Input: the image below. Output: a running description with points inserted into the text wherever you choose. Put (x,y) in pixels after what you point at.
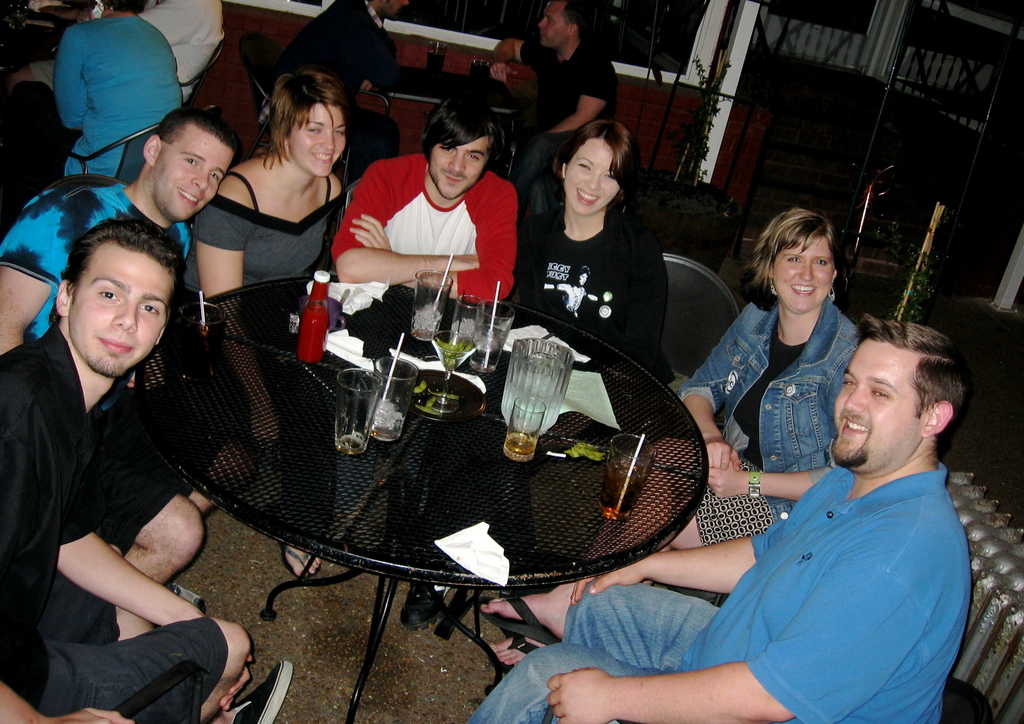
In the picture I can see people (411,274) are sitting on chairs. On tables (496,420) I can see glasses (339,405), tissues (489,544) and some other objects (451,391).
